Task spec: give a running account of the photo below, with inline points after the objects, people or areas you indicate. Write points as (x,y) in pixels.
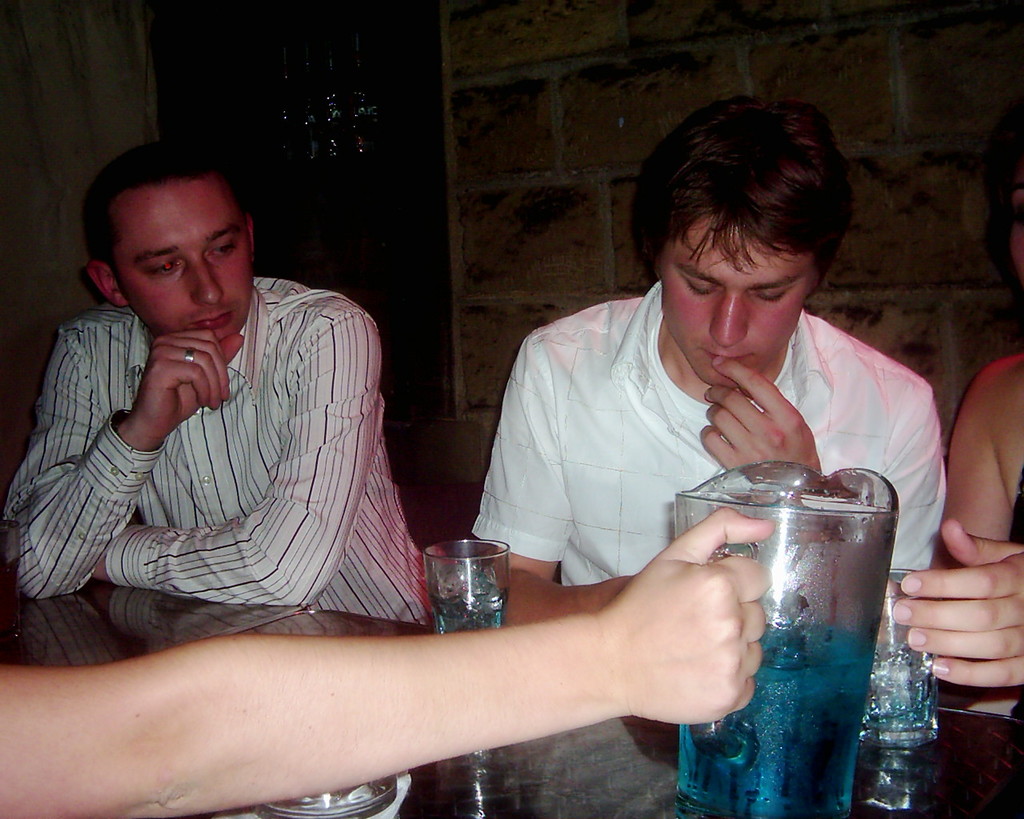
This image consists of few persons (500,526) sitting in the chairs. At the bottom (414,768), there is a table (433,769) on which there are glasses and mug (793,675). In the background (525,149), we can see a wall (534,253) and a door (356,276).
